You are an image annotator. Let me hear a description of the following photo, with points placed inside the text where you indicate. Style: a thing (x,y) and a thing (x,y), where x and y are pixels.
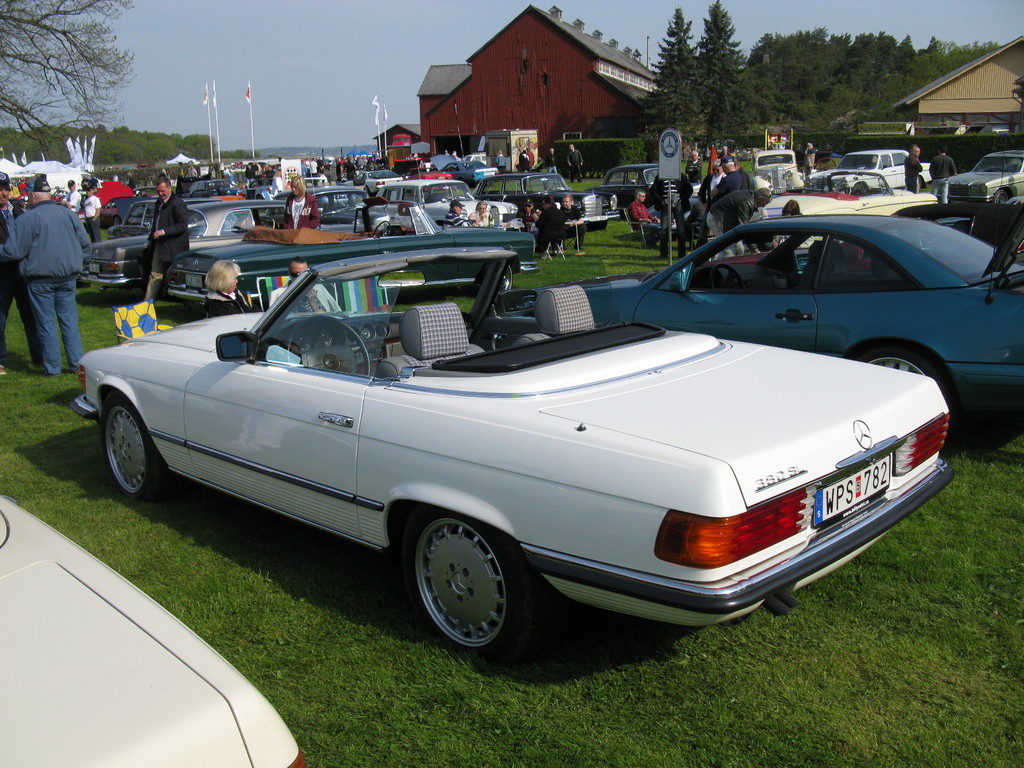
In this picture we can see some cars (415,326), at the bottom (603,663) there is grass (608,665), in the background (66,298) there are some people (724,222) standing and some people (549,217) are sitting, we can also see trees (110,87), flags (376,110), houses (531,120) in the background (482,101), there is a board (674,148) in the middle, we can see the sky (291,44) at the top of the picture (380,48).
